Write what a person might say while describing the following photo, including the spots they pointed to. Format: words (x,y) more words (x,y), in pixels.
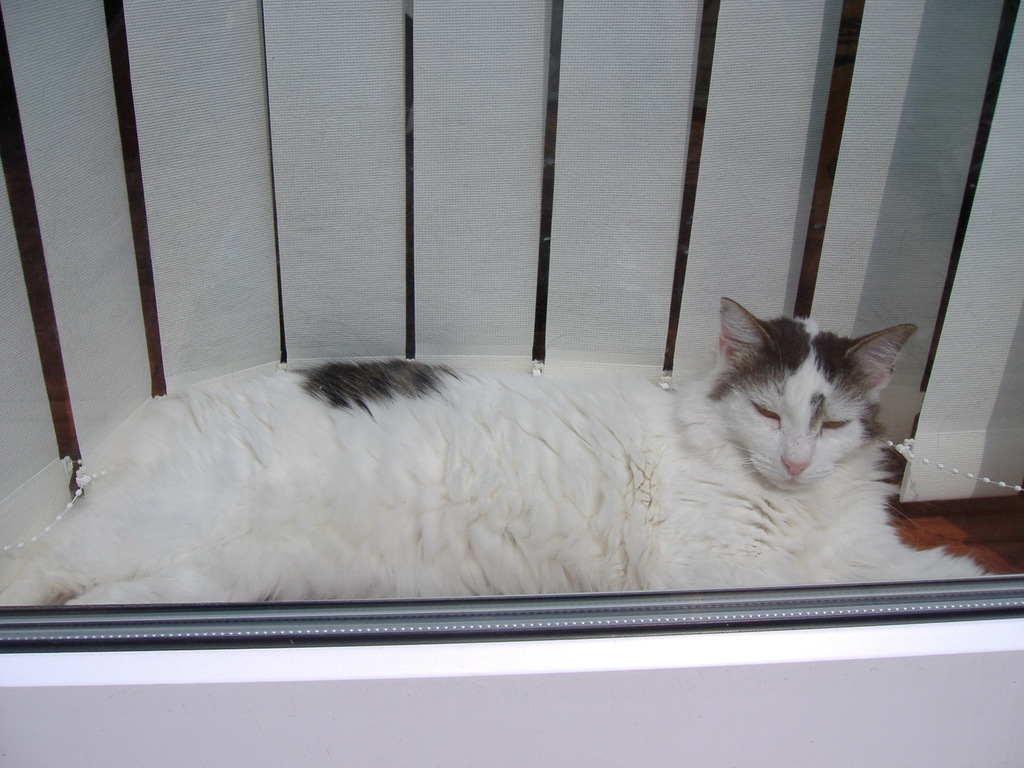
In this image I can see a cat (350,541) laying. The cat (770,470) is in white and gray color, background (90,181) I can see white color window blind (366,231).
